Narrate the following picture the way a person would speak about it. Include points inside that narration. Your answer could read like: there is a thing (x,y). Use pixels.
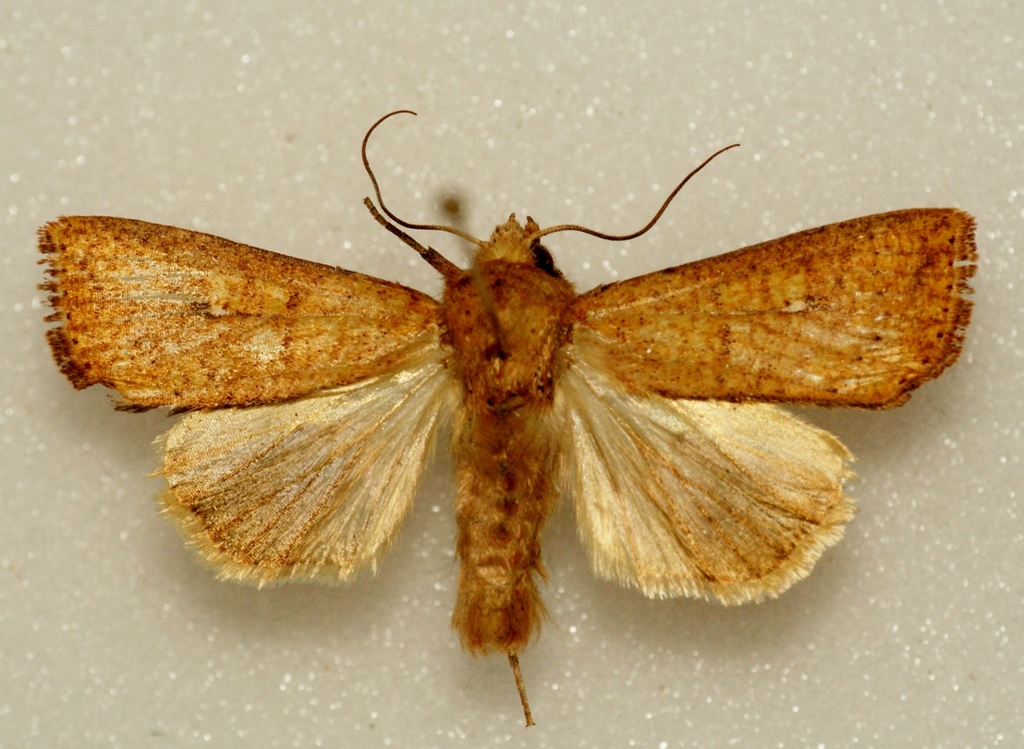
In this image we can see a moth (411,418) on the surface (359,253).
